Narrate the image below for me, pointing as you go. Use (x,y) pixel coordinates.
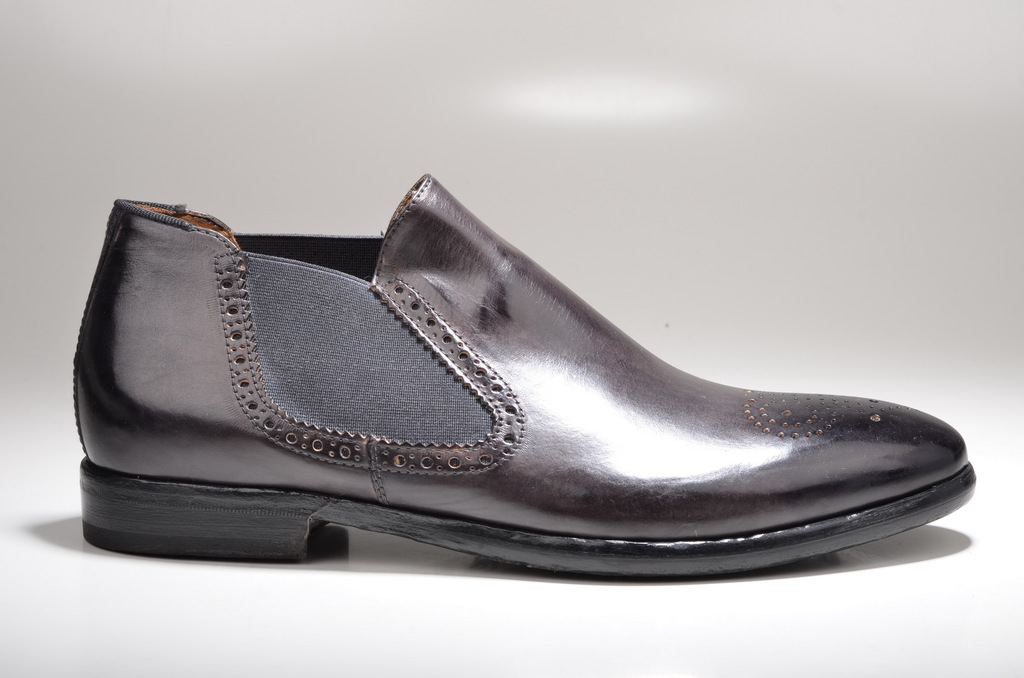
In this picture we can see a shoe (473,281) and the shadow (862,552) of a shoe (447,537) on the white surface (69,625).
